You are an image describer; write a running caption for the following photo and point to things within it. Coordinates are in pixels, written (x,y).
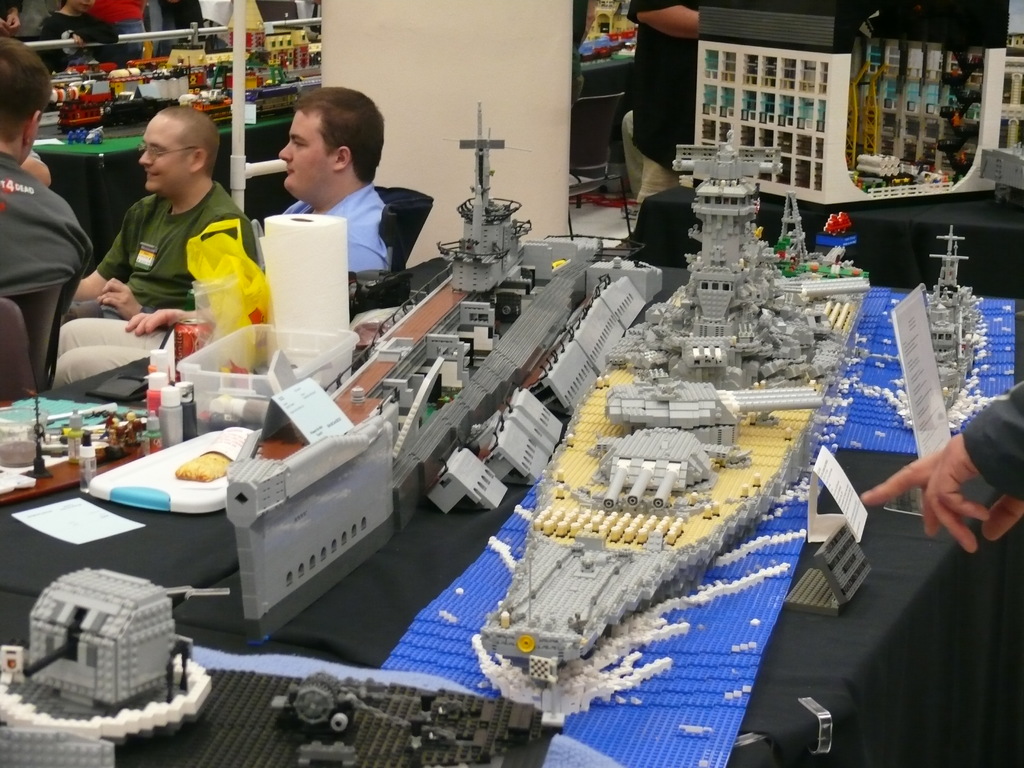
In this picture we can see few miniatures (518,375), basket (225,369), covers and other things (303,265) on the tables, beside to the tables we can find group of people (46,271), few are seated on the chairs (418,219) and few are standing.
